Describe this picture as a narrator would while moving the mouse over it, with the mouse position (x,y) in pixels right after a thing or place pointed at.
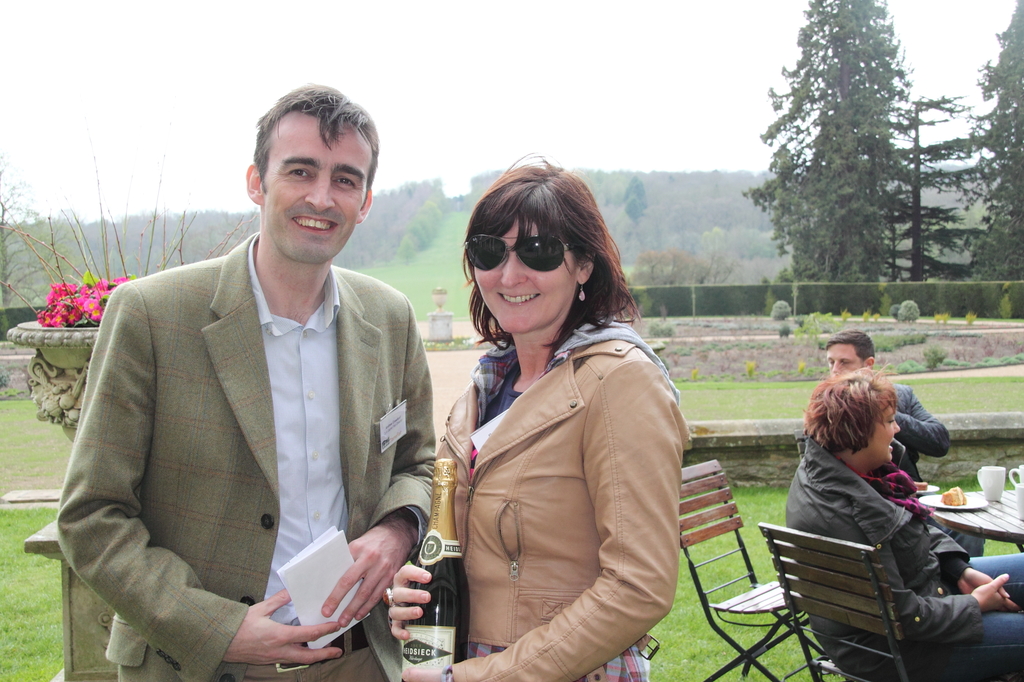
In the middle of the image (597,426) two persons (361,105) are standing and smiling and he is holding a paper (322,589) and she is holding a bottle (461,655). Behind them there is grass (976,488) and plants (809,311) and flowers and trees (989,259). In the bottom right corner of the image (906,484) few people (876,674) are sitting. Behind them there is a table (1023,538), on the table (1009,540) there are some cups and plate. In the plate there is food (921,487). At the top of the image (546,136) there is sky (24,16).
